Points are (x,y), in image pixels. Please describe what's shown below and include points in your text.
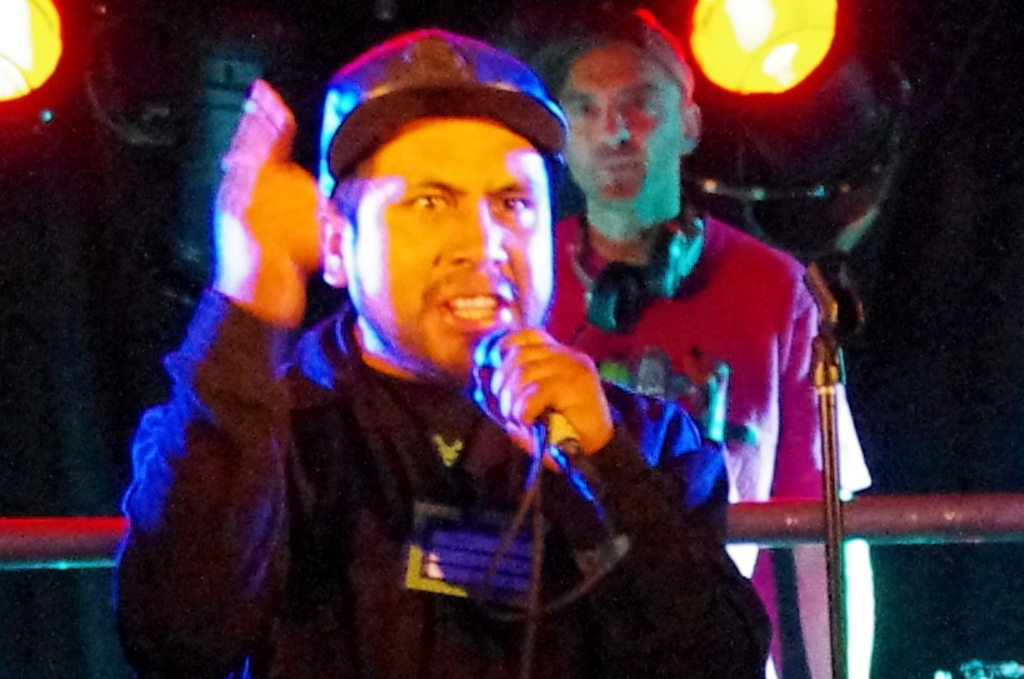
In this image I can see two people (650,499) with different color dresses (459,430). I can see one person (436,469) holding the mic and an another person (592,333) wearing the headset (613,308). There is an iron rod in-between these people (552,358). I can see the lights (709,27) and there is a black background (987,328).
